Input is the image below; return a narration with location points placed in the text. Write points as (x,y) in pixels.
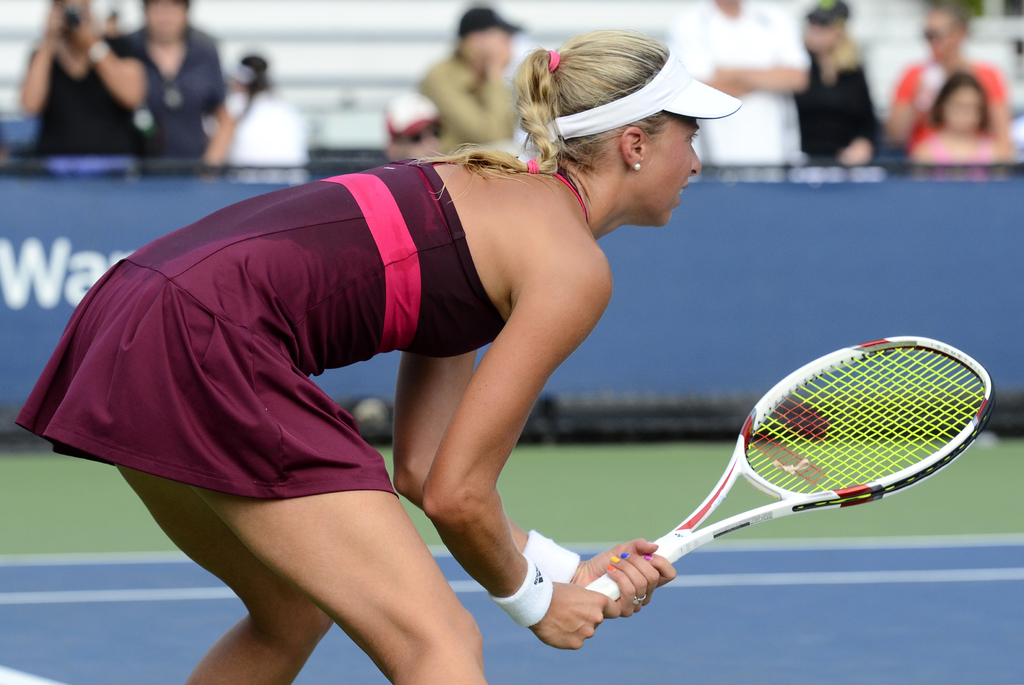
In the center of the image (540,290) there is a woman (629,50) standing holding a tennis racket (765,401) in her hands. In the background of the image (463,105) there are people (492,84) standing.
